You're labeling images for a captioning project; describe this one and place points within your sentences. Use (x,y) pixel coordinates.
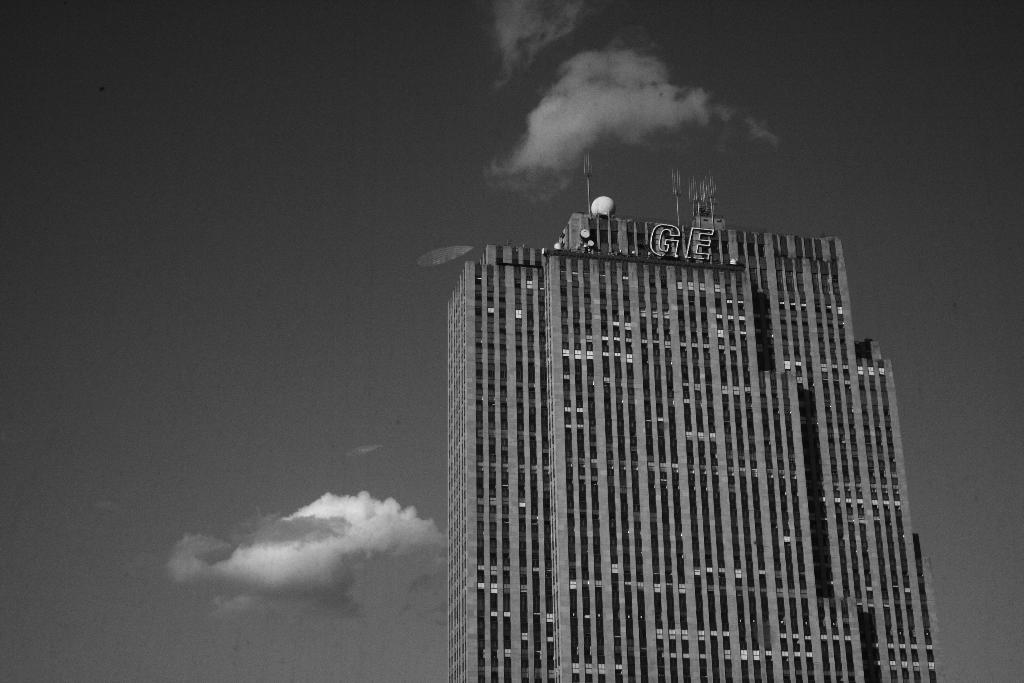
In this image I can see a building (798,523), background (662,187) I can see the sky (611,161) and the image is in black and white.
